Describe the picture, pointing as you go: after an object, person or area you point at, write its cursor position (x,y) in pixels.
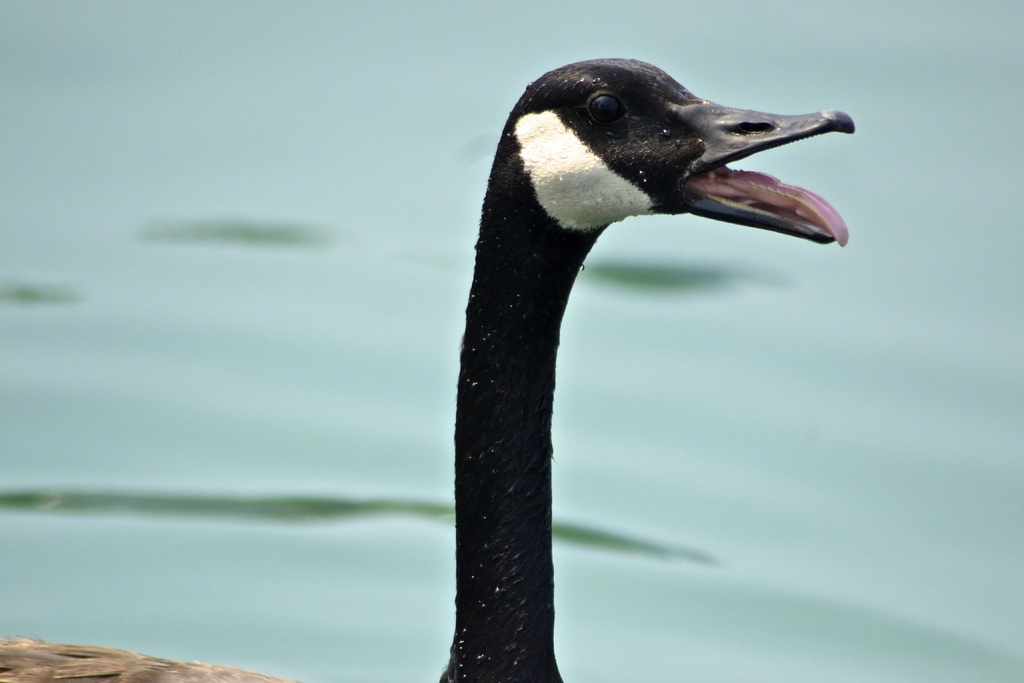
In the center of the image (513,320) we can see goose (514,506) in the water (448,490).
